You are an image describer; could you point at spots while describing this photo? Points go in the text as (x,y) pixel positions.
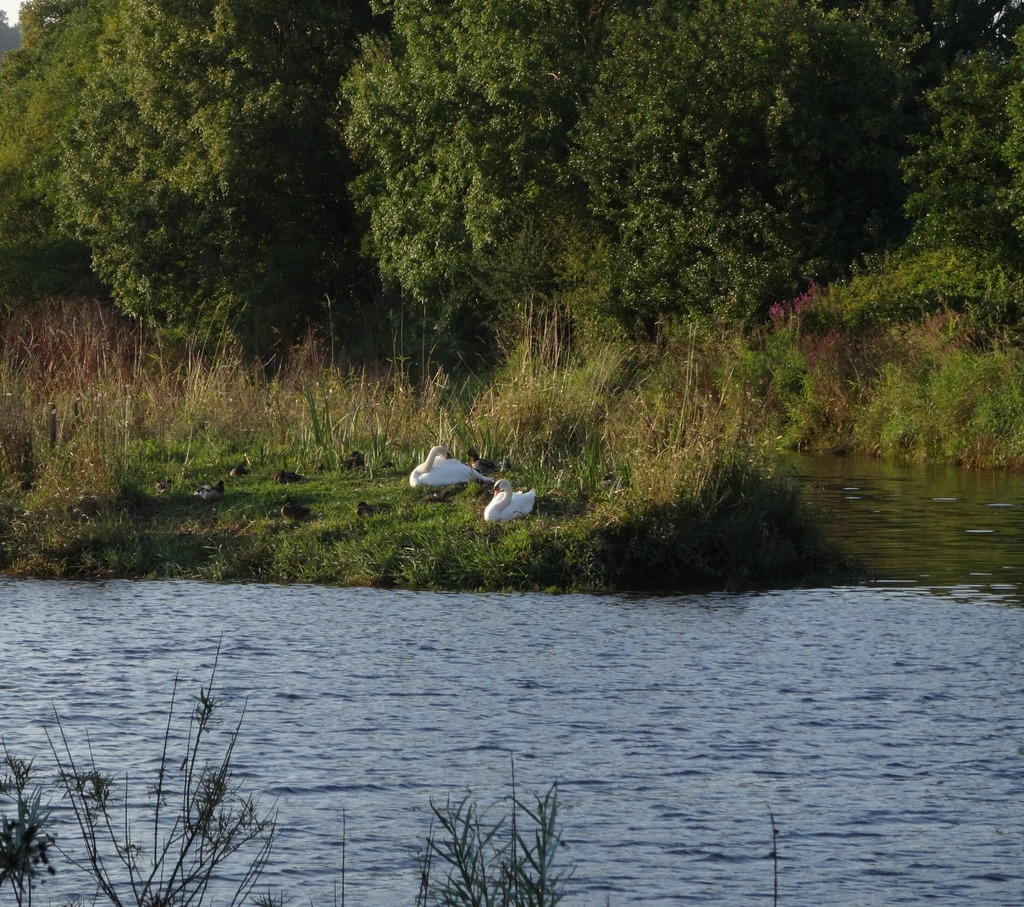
In this picture I can see couple of swans (495,509) and I can see water (674,669), trees (564,299) and few plants (198,819).
